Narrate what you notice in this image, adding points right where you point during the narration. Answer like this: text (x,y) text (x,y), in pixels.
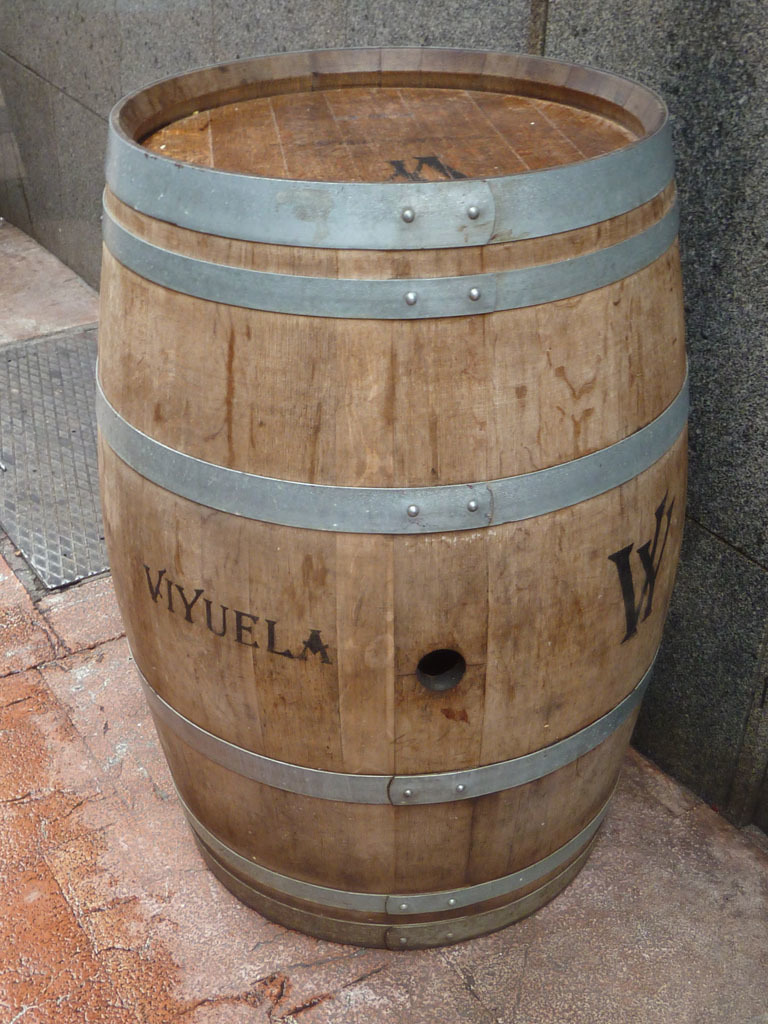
In this picture, we can see a wooden barrel (376,641) with some text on the surface (314,660). Background (749,539) there is a wall (713,180). On the left side of the image (37,444), we can see a steel lid (79,494).
